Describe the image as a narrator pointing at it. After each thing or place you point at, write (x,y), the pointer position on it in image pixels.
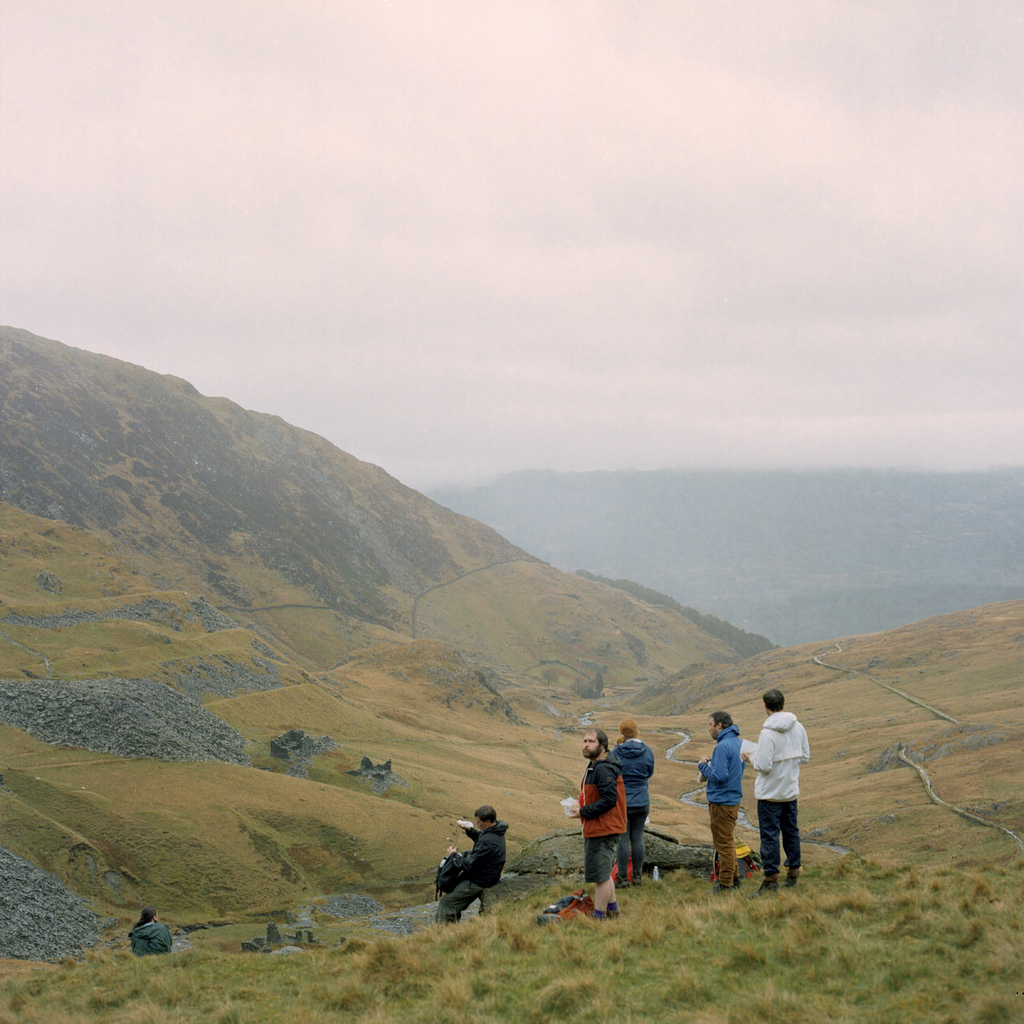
In this image there are group of persons (796,853) standing on the grass (709,888), and at the background (43,392) there are hills (43,392), sky (659,226).
